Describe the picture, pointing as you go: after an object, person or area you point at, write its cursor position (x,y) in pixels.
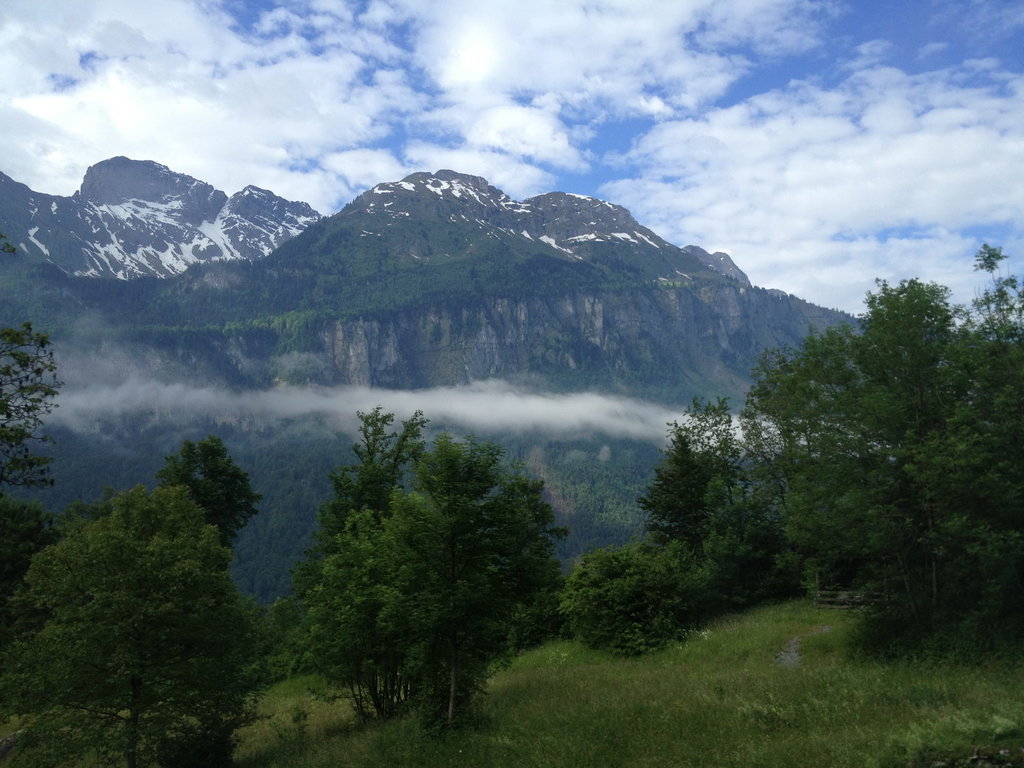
In this image we can see some trees (488,606), grass (694,697) and in the background of the image (405,257) there are some mountains (288,289), clouds (360,131) and blue color sky (602,143).
